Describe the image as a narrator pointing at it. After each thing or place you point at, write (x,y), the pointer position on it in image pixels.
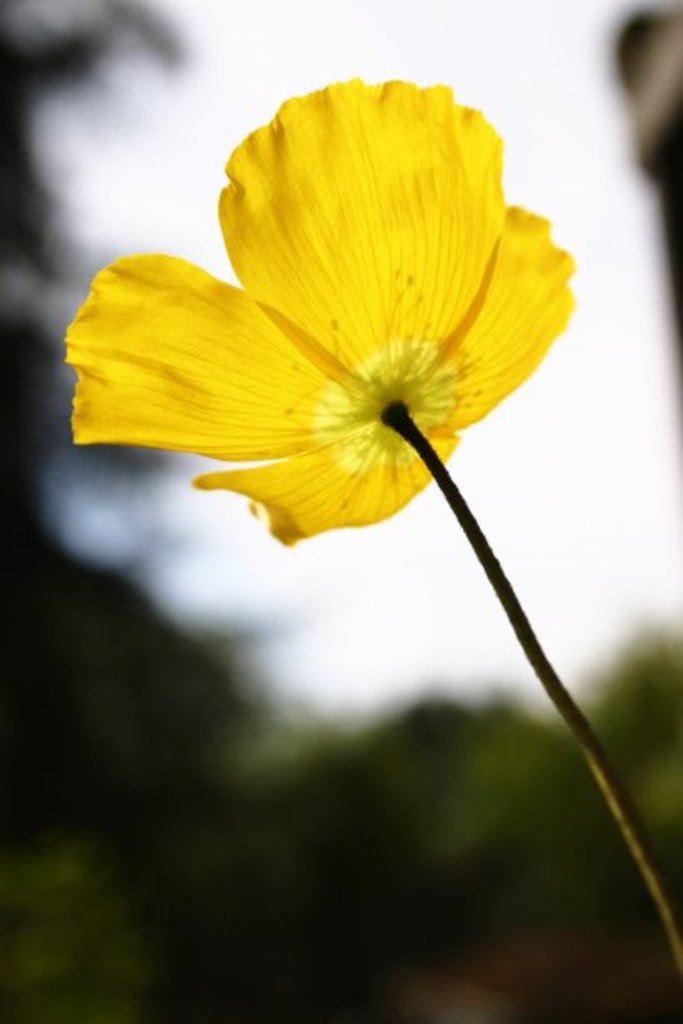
In the center of the image (354,471), we can see a flower (275,206) which is in yellow color and the background (132,854) is blurry.
